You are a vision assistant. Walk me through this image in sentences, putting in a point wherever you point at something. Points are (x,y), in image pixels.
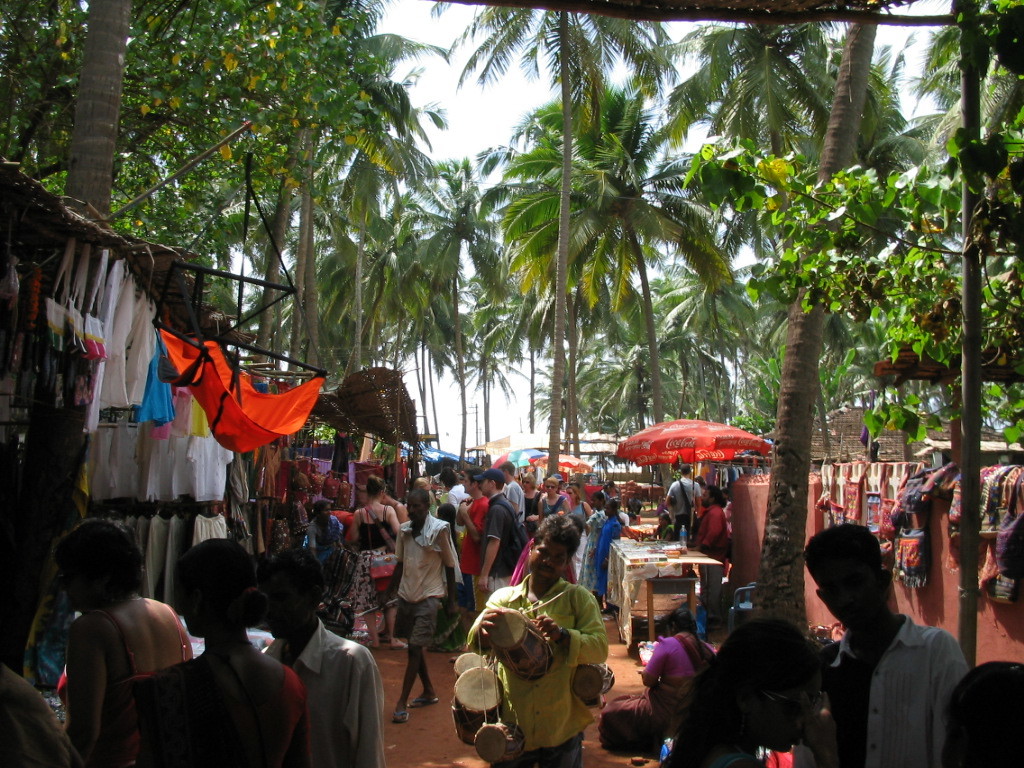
There is a group of people (441,602). They are standing. We can see in background (571,392) trees (562,388), sky (473,387), tent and banner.
